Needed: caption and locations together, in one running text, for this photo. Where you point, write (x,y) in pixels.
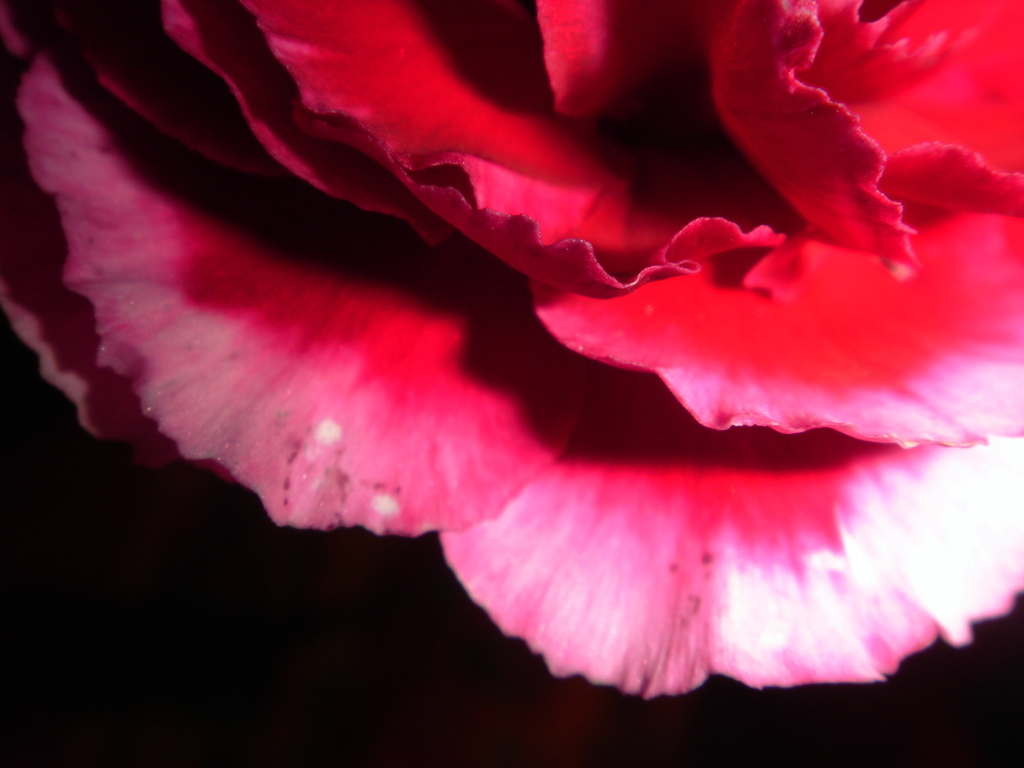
In this picture I can see a flower (699,227) and a dark background (106,712).
